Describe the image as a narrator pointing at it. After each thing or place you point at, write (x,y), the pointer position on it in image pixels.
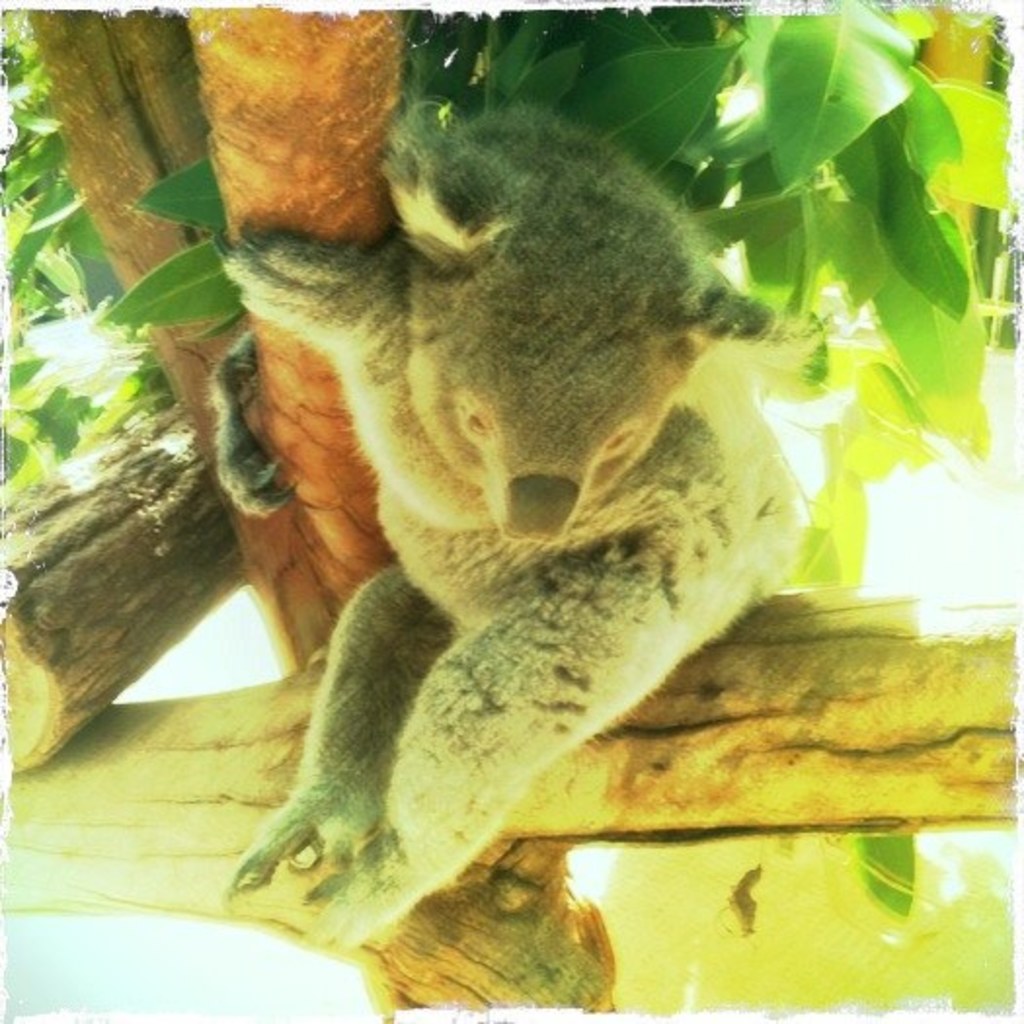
In the foreground of the picture (398,483), there is a koala (365,368) on a tree (209,572) holding a stem (277,187).
